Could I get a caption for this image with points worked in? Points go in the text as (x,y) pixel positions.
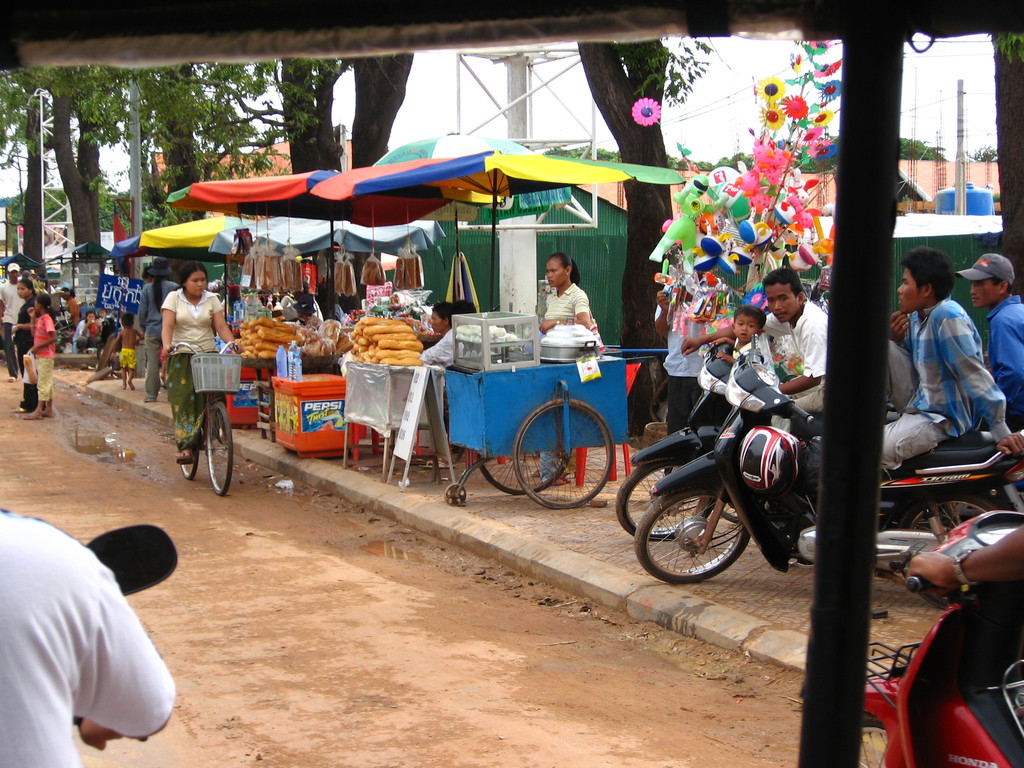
There are people (152,324) and we can see vehicles (757,394). There is a woman (174,319) riding bicycle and we can see stalls (468,329) and toys (670,238). In the background (145,138) we can see trees (297,72), poles (131,160) and sky (470,115).
